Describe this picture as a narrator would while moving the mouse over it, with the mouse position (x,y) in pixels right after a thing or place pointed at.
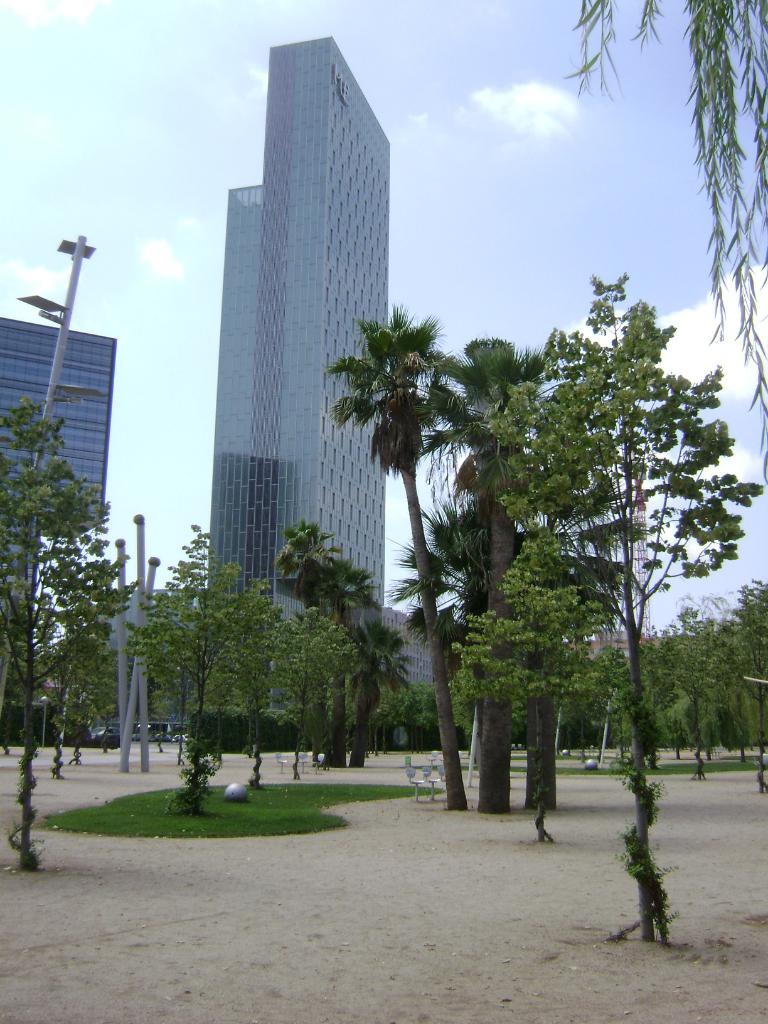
In this image, we can see few buildings (298,608), poles (140,674), trees (148,667), plants (185,809), grass (281,825). At the bottom (450,937), there is a ground (371,979). Here we can see some objects (238,791). Background (517,244) there is a sky (496,163).
